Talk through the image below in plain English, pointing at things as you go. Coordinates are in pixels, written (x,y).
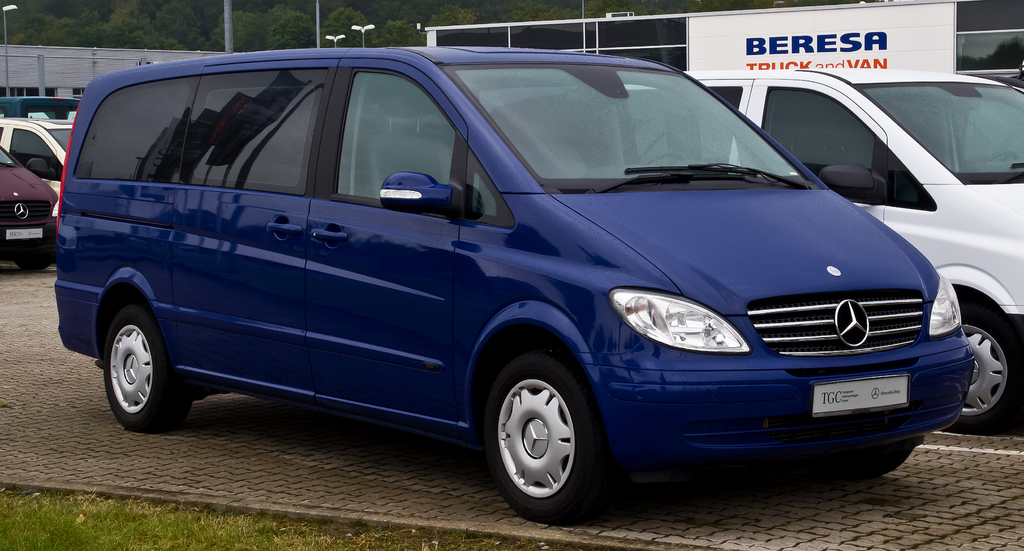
Here we can see vehicles (345,235) and grass (57,514). Background there are light poles (331,37), hoarding (861,62), buildings (73,57) and trees (327,12). To these vehicles (532,57) there are number plates (834,410).
